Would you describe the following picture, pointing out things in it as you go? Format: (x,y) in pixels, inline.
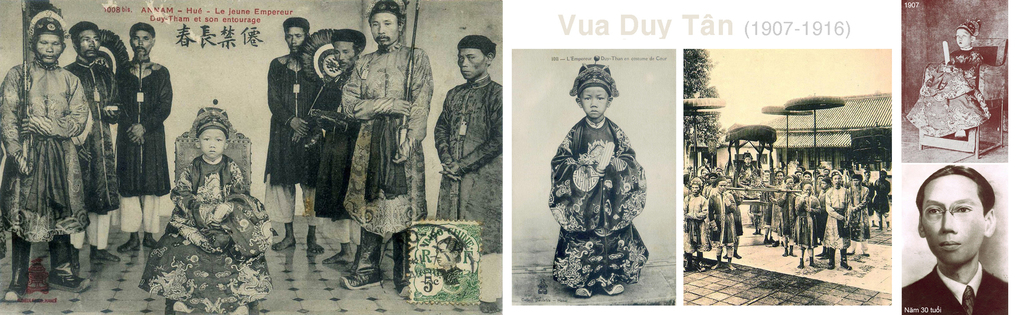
In this image we can see a picture of a child (223,239) sitting on a chair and some people (371,175) standing beside him holding the swords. We can also see a stamp (431,297) on it. On the right side (760,306) we can see some more images (642,270) of the child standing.
